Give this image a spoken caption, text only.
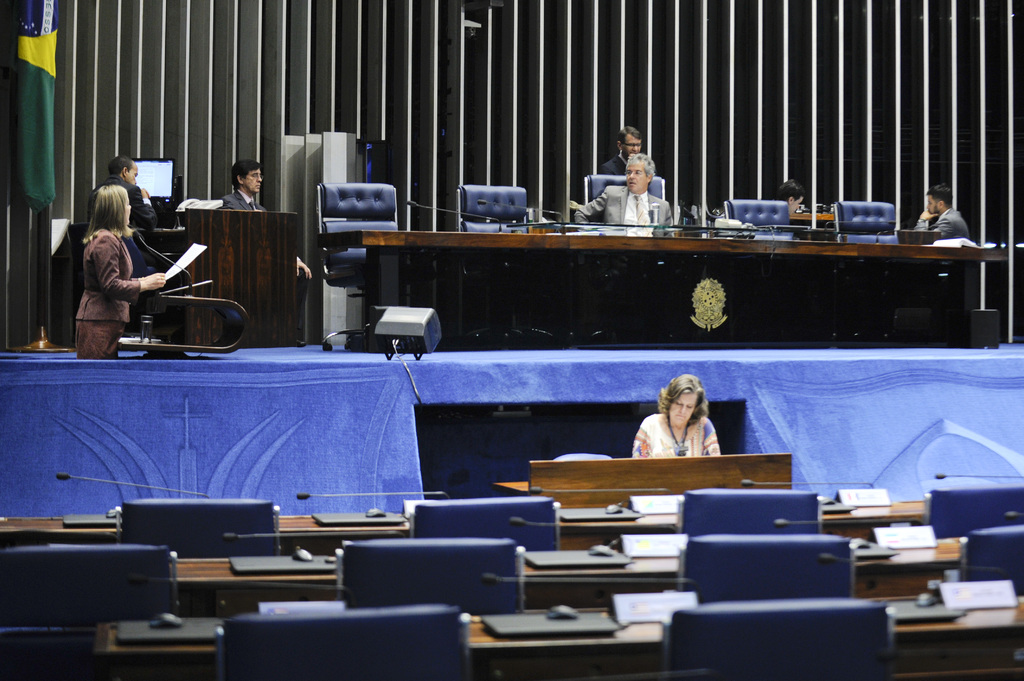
On the left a woman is standing and speaking in the microphone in the middle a man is sitting in the chair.
